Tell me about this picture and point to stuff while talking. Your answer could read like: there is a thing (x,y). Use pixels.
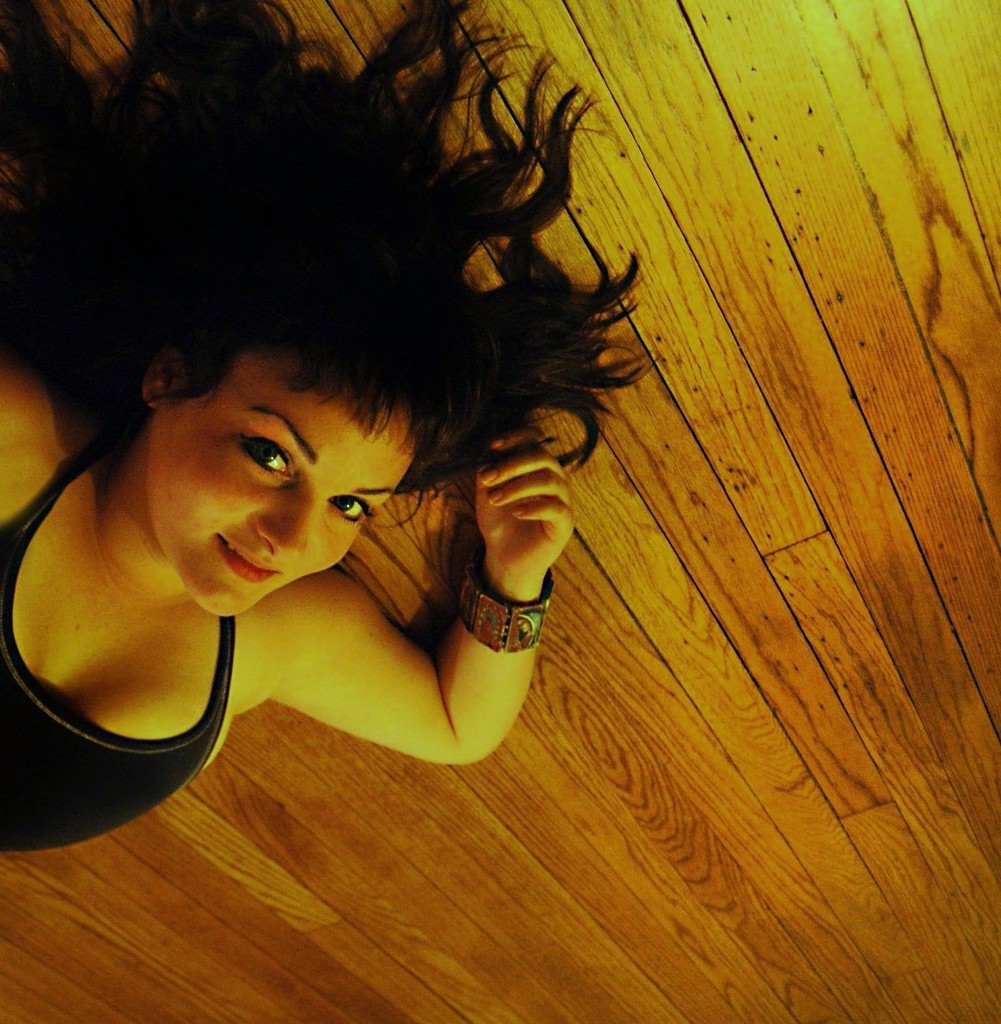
In this image I can see a woman (156,629) wearing black color dress (82,841) is laying on the wooden surface (623,399) which is brown in color.
